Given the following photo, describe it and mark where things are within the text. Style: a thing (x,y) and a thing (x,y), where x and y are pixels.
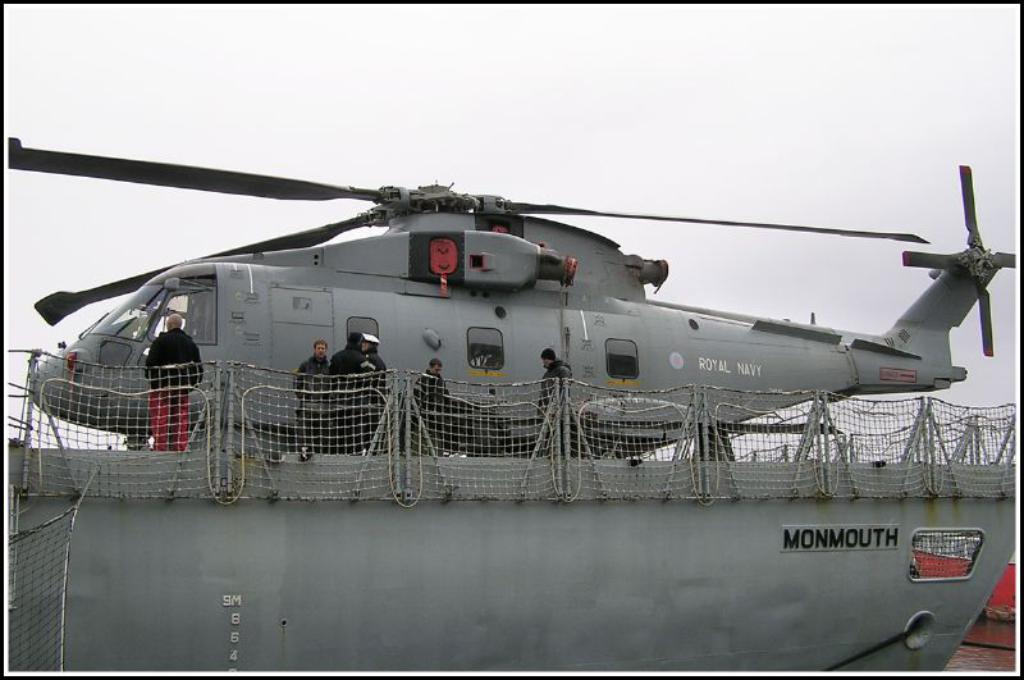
As we can see in the image there is fence (676,451), helicopter (464,374), few people (357,350) here and there and sky (485,84).
